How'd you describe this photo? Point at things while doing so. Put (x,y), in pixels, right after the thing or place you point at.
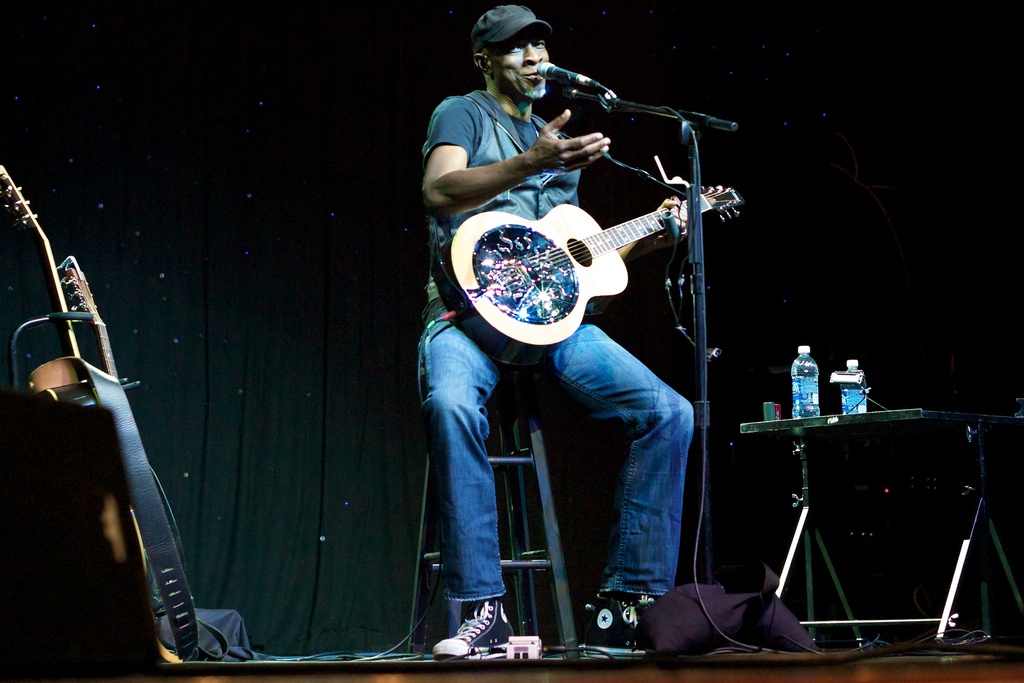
This is the picture on a stage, the man (479,492) is sitting on the chair (534,448) and the man (532,111) is singing a song. This is a microphone (571,77) and this is a microphone stand (695,268) the man (554,132) holding the guitar (523,280). Beside the man (525,90) there is a table (902,411) on there is two water bottles (814,391) and the beside the man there is other guitar (46,251). Background of the man (499,172) there is a black color curtain (244,277).
